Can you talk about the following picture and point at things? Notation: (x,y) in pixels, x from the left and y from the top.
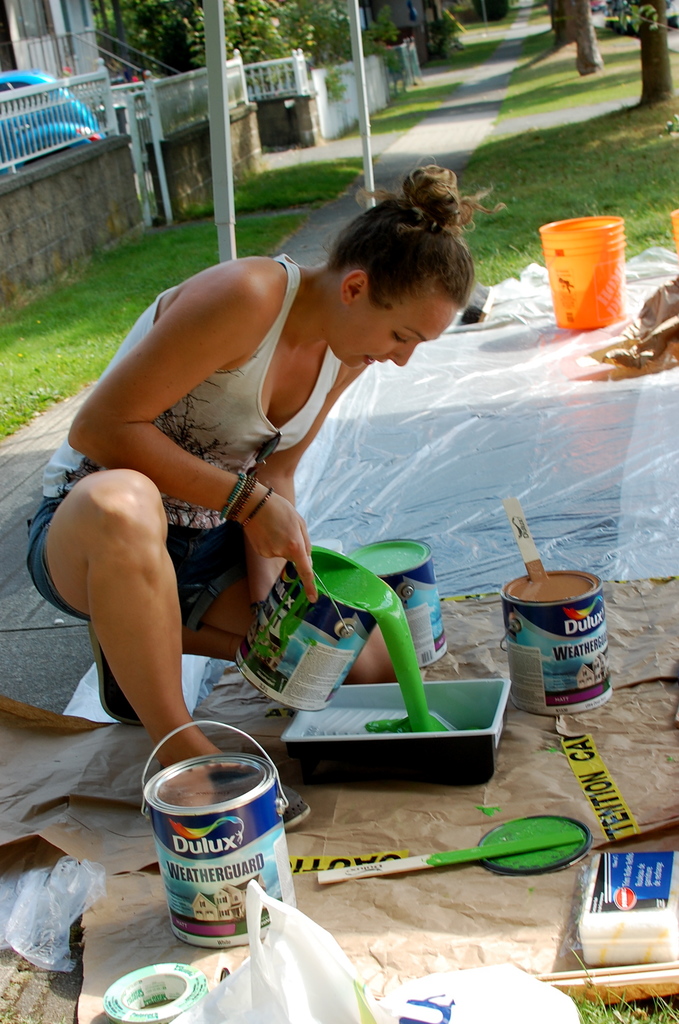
In this picture, we see a woman (251,596) is holding a paint box (297,704) in her hands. She is pouring the paint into the bowl (429,768). Beside her, we see paint boxes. At the bottom of the picture (460,857), we see grass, plastic cover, wooden stick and sheet (418,917). Behind her, we see poles (366,159). There are trees (171,17), building (25,56) and railing (129,100) in the background (181,90). On the left side (59,112), we see a blue color car (64,122).
